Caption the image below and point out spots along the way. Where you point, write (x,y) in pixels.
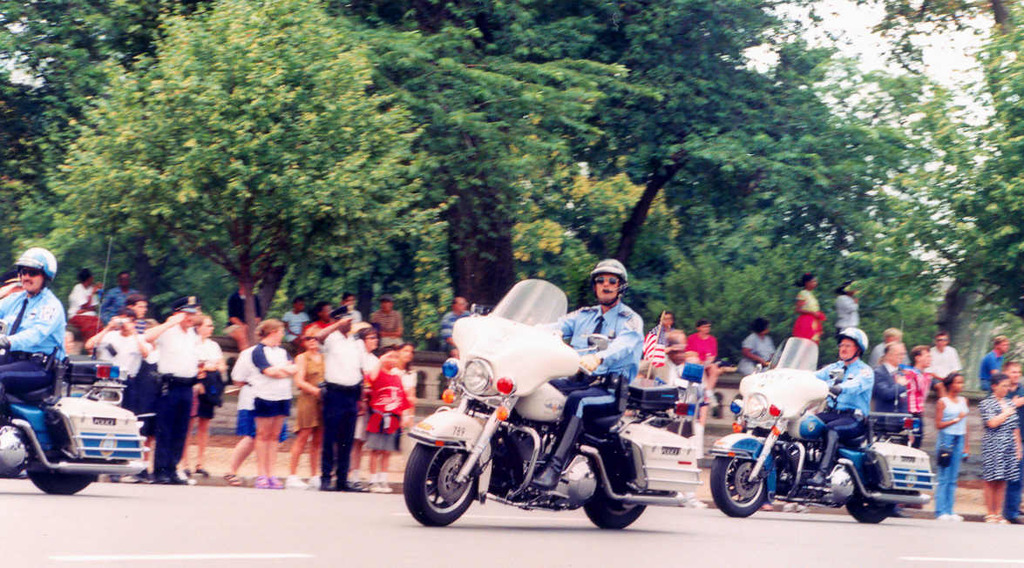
3 men (17,358) are riding bike (850,459) on the road (608,540) and they are wearing helmet (615,270). people (324,342) behind them are watching them. and at the back (298,198) there are many trees (586,174).
